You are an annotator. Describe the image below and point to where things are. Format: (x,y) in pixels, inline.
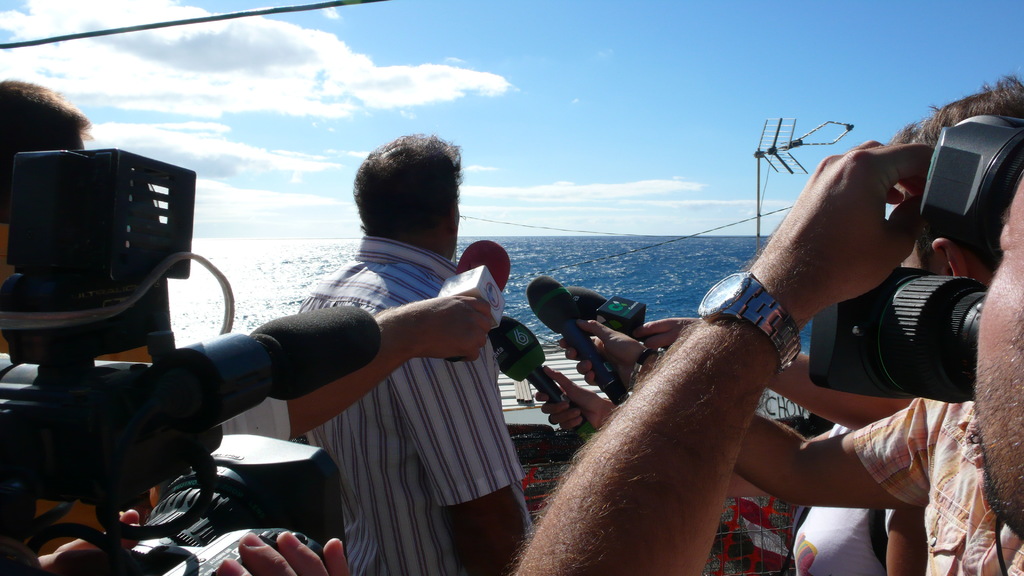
We can see few persons (440,551) are standing and among them few are holding cameras (331,498) and mics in their hands (593,324). In the background (551,269) we can see water (744,257), objects (537,434) and clouds (195,80) in the sky (437,54).
